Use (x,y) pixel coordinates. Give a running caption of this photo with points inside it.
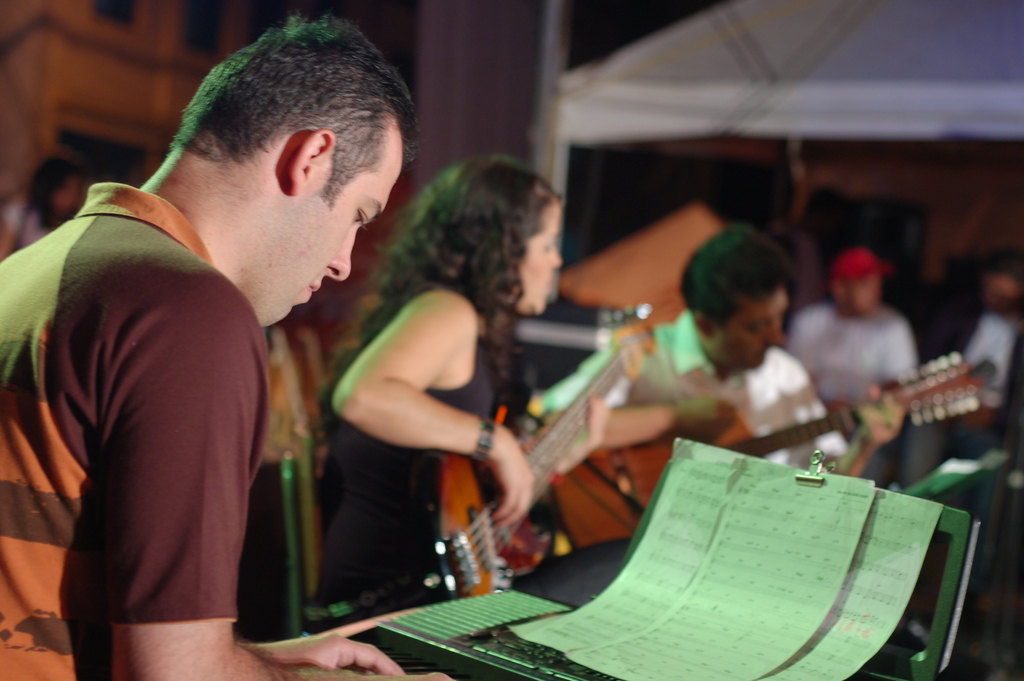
In the foreground of this picture (6,574), there is a man (206,382) playing keyboard (519,641) and there are three papers (778,552) in front of him. In the background (364,395), there are persons (364,379) playing guitar (889,394), a tent (849,95), pillar (437,39) and a building (85,54).
